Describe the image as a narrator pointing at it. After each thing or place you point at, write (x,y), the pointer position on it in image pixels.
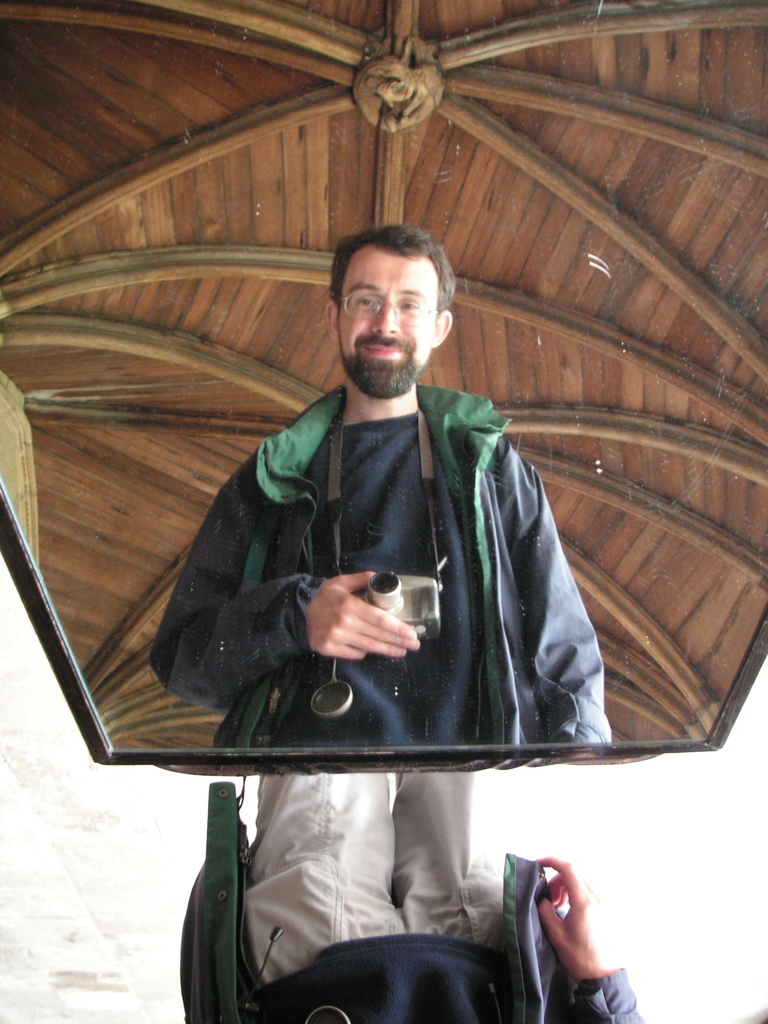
In this picture we can see a mirror (176,730) and on the mirror (162,634) we can see the reflection (189,649) of a person (210,655) and he is holding a camera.
